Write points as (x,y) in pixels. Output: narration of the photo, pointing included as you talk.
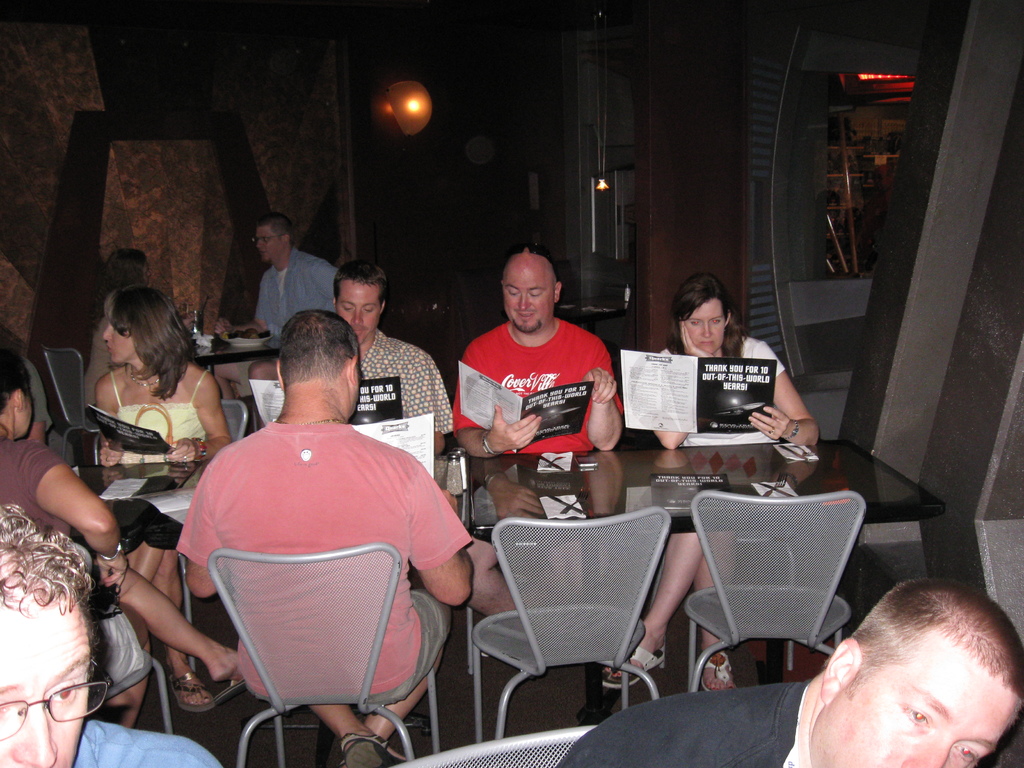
In the image we can see group of persons (82,752) were sitting on chair (647,554) around the table (712,473) and holding book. On table (755,473), there is a phone (593,464), bottle (463,486), paper (556,514) and knife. In the background (587,219) there is a wall (13,95), light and door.
